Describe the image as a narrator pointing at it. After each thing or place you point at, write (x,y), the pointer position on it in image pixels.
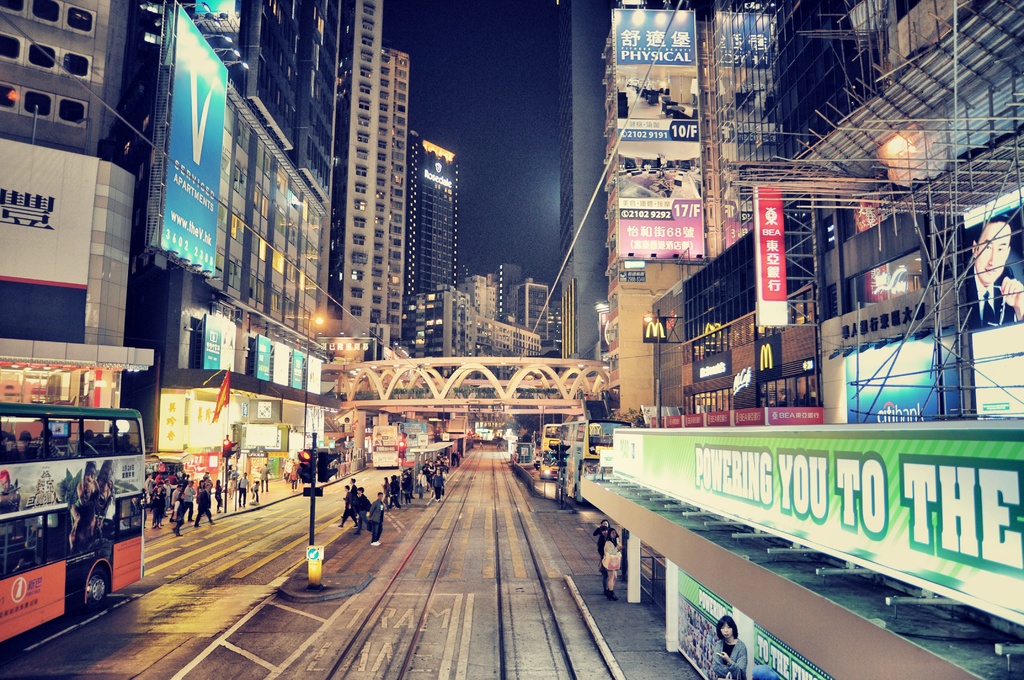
In this image I can see road (224,585), few poles (564,473), few signal lights (328,475), a flag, a bus (11,421) and I can see number of people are standing. I can also see number of buildings (523,330), number of boards (899,563) and on these boards (970,515) I can see something is written. I can also see few street lights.
